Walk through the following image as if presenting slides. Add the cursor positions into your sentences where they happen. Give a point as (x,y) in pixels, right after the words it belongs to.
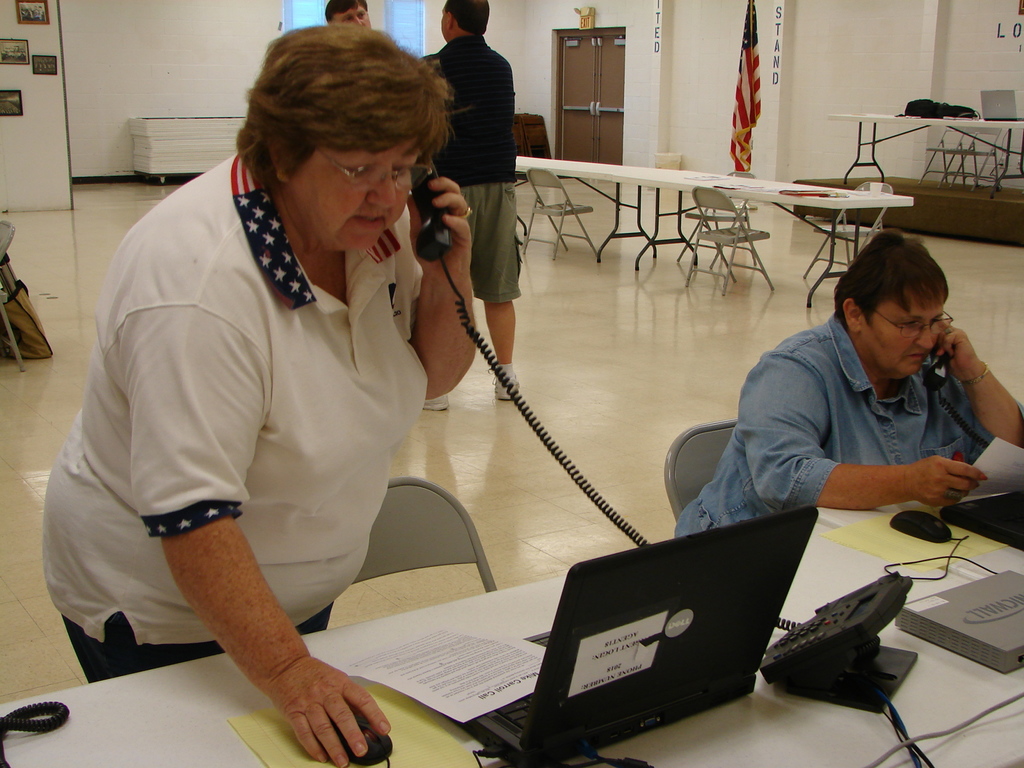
This picture shows a woman (317,376) standing and holding a telephone receiver (426,242) in her hand (467,235) and speaking and she is holding a mouse (378,759) with another hand (321,723) and we see a laptop (494,713) and a paper (499,697) on the table (547,591) and we see another woman (882,404) holding a telephone receiver (938,390) and speaking and holding a paper (1013,473) in another hand (978,486) and we see another laptop (978,529) and mouse (942,526) and we see tables (611,170) and couple of them (458,73) standing and a flag (745,97) and we see posters (12,52) on the board (36,122).
